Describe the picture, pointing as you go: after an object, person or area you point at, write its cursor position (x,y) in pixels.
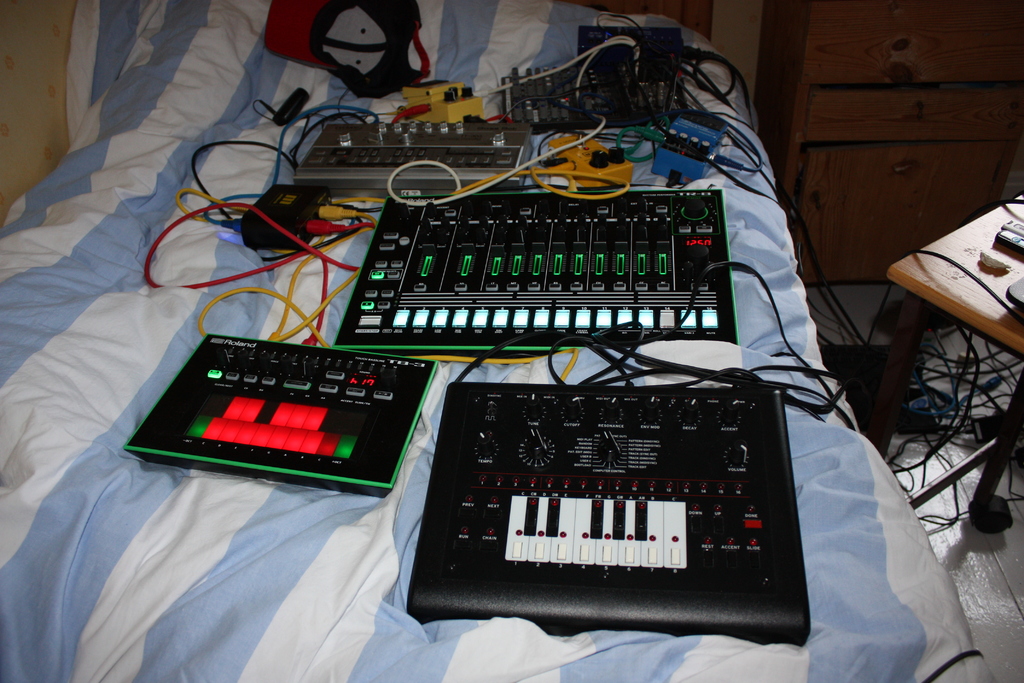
The picture consists of electronic gadgets (453,282), bed (468,58), hat (383,74), cables (348,210), table (963,310), drawers (843,181) and other objects (1000,241).
